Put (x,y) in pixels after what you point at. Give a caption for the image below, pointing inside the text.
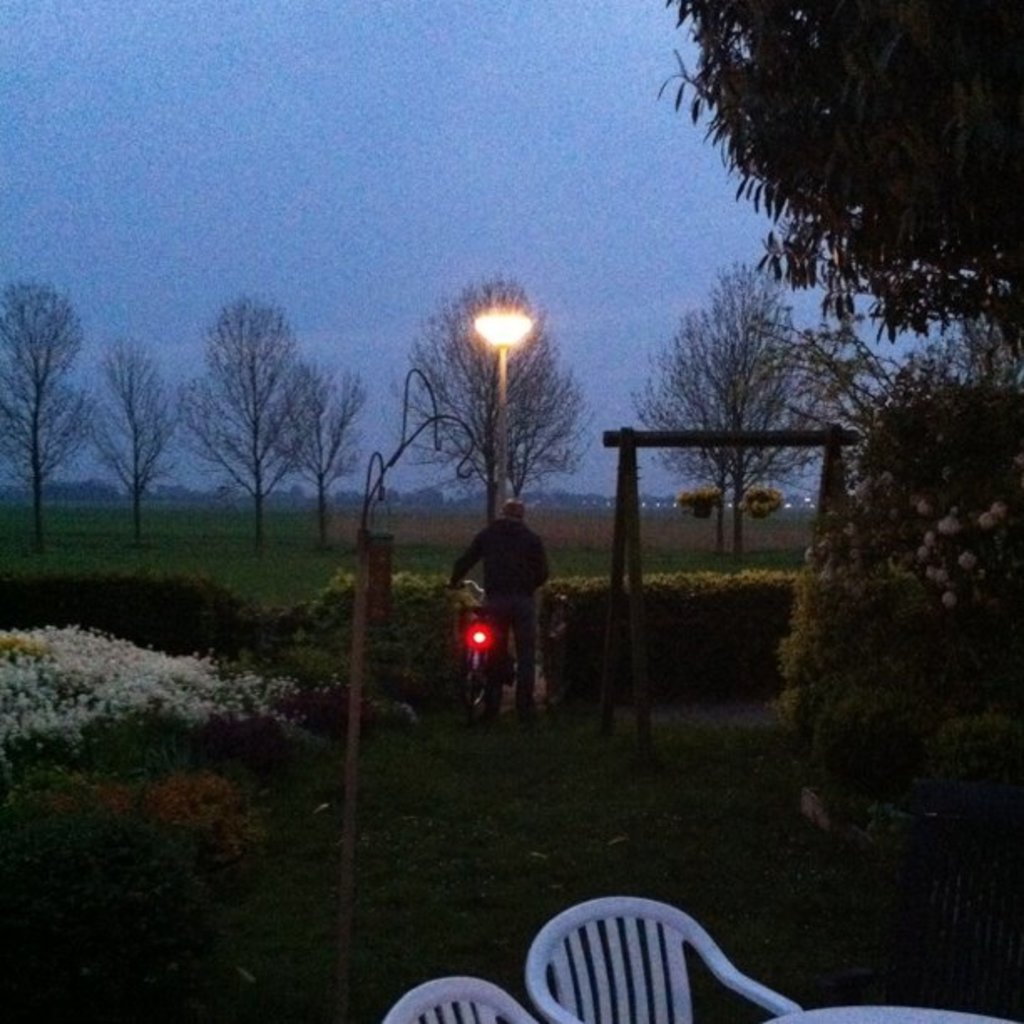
In this image in the center (521,527) there is one person (511,623) standing and he is holding some vehicle (473,649). At the bottom (568,1000) there are some chairs (530,982) and a pole (355,694), in the background (753,383) there are some trees (734,420) plants (921,582) grass (381,758). And at the top of the image (383,134) there is sky (444,124).
